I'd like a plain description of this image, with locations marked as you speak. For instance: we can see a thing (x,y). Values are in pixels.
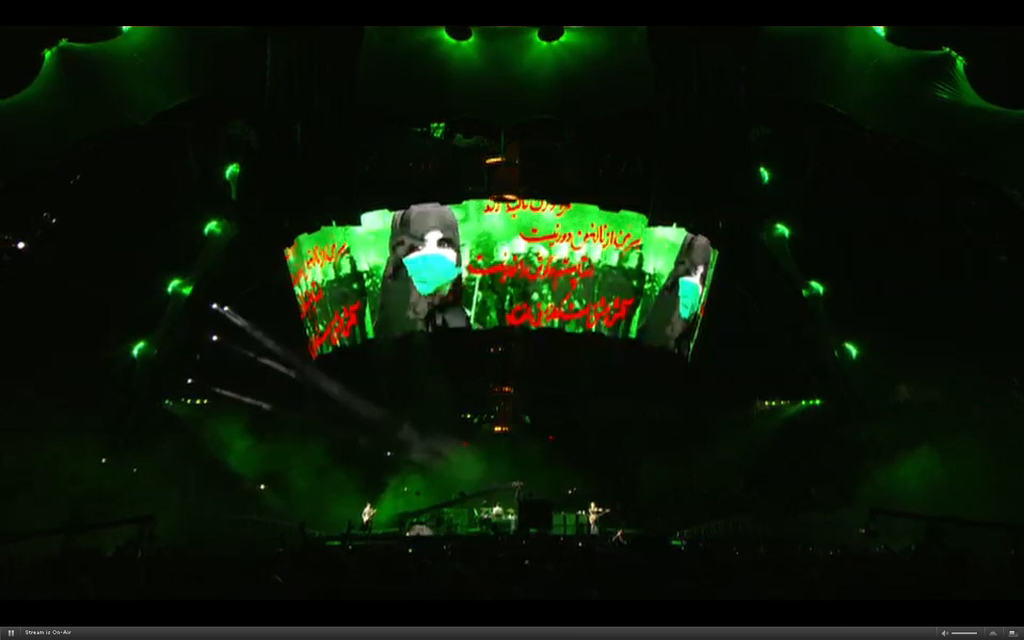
On the screen (480,250) in this image, we see a woman (423,288) wearing black dress (413,296) and having mask (423,260) on her face (420,236). At bottom (329,536), there is stage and few persons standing on it and in the background (471,63), we see green color lights (521,51).
